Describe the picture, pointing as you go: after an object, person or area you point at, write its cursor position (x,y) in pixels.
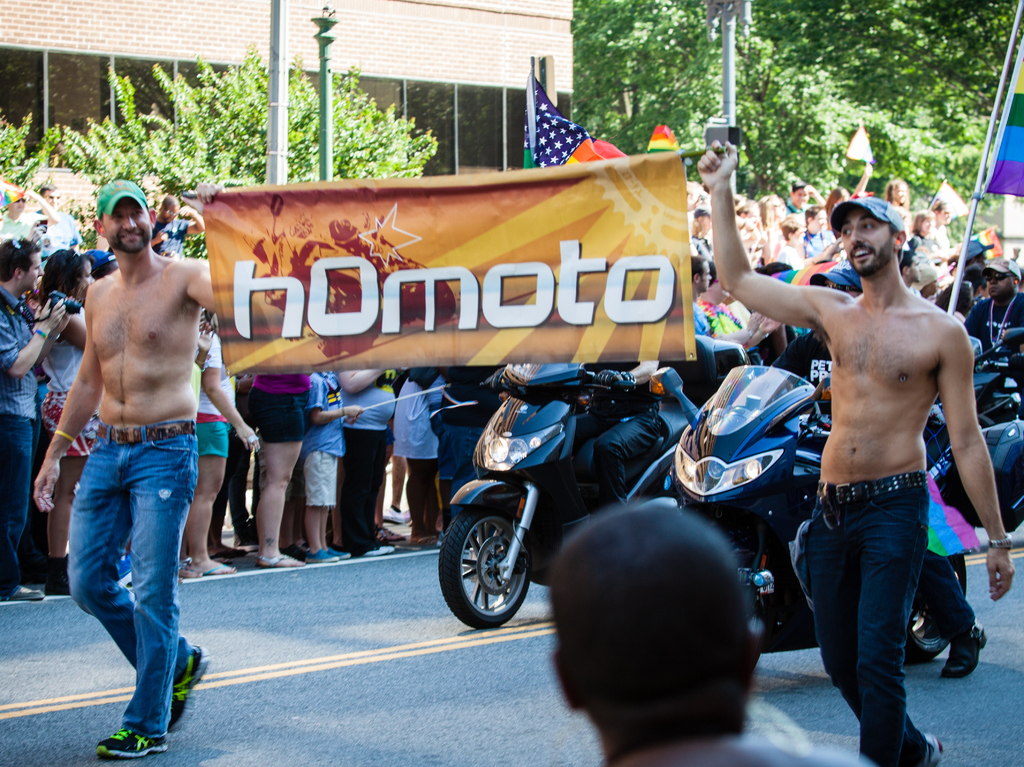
There are people (32,344) around, these two are catching a poster (299,291) in their hands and wearing cap (866,201) back of them there are two bikes (650,450). There is a building (467,76) behind and many trees (684,64).
